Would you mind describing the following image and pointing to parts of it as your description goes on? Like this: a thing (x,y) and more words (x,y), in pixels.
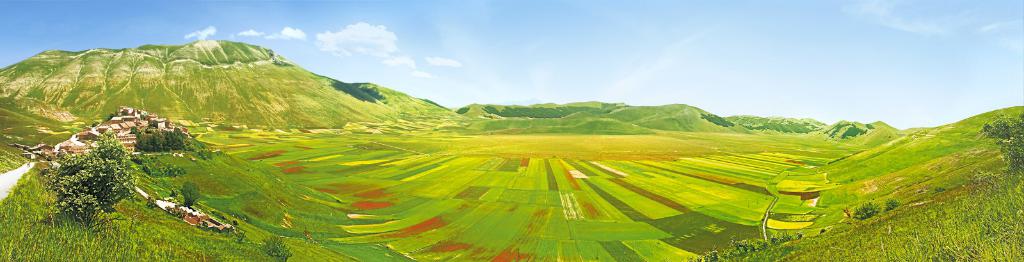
In the picture we can see a painting (703,215) of hill slopes (910,250) covered with grass (206,256), plants (866,215) and some houses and in the background (334,101) also we can see hills (241,109) and behind it we can see the sky (534,70) with clouds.
